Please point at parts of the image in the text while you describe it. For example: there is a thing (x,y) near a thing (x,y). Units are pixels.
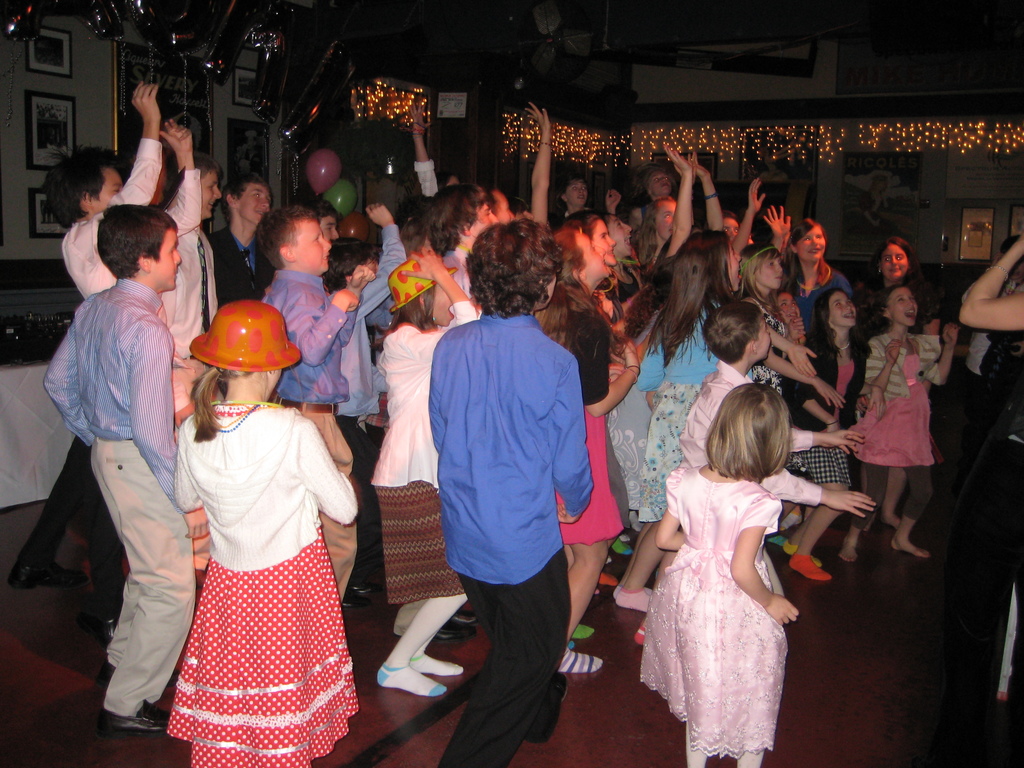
In this image we can see many children (567,413). Few (410,310) are wearing hats (271,333). Also there are photo frames (787,163) on the walls (823,169). And there are balloons (346,223) and lights (624,150).
